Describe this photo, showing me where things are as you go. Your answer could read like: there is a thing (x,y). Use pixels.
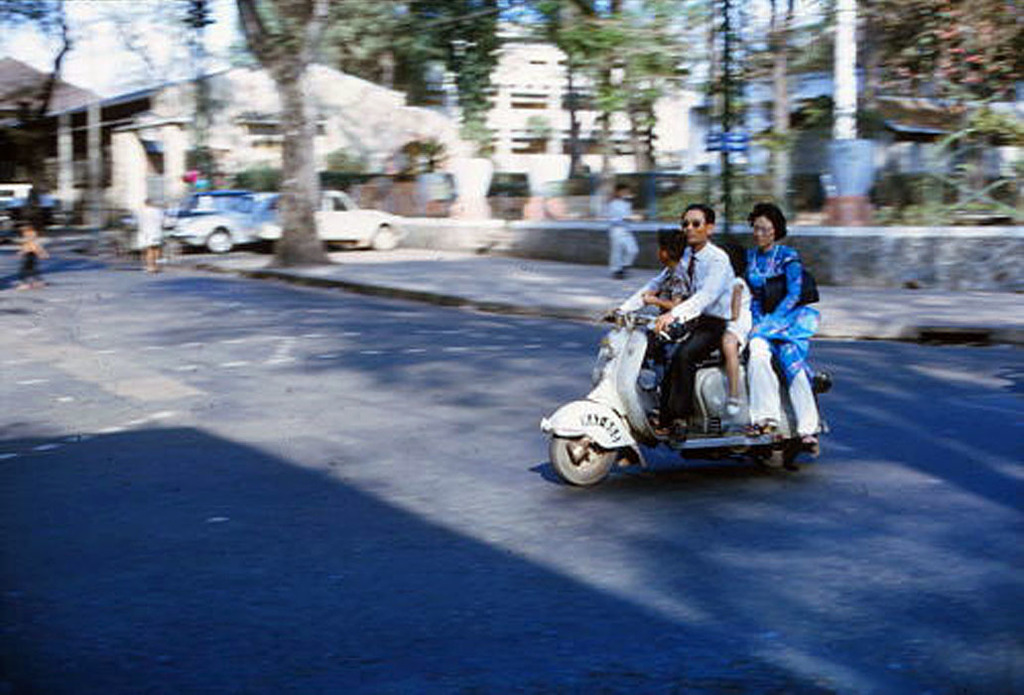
In the foreground (621,331) I can see a scooter (566,415) and a group of people (761,344) on the road (573,535). In the background (843,261) I can see trees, fence (593,242), light poles (728,155), buildings (372,128) and the sky (155,11). This image is taken may be on the road (491,364).
